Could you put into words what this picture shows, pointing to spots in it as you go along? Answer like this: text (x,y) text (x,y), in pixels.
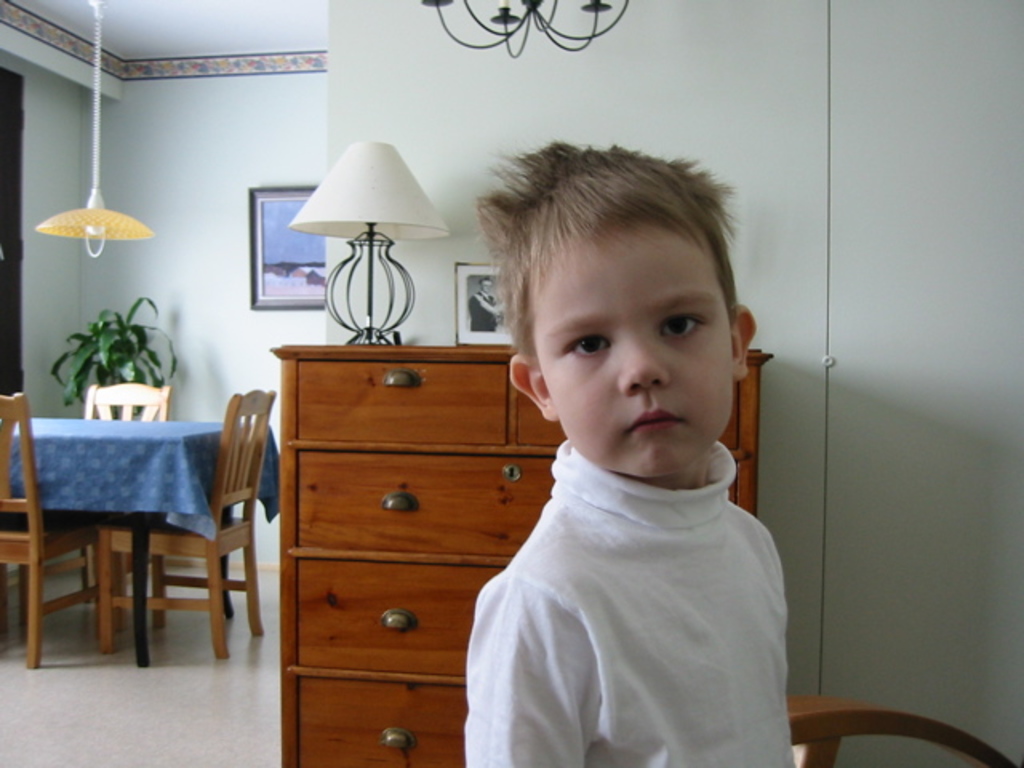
In this image I see a boy (471,734) and a cabinet (321,467) behind him and I can also see a lamp (333,320) on this. In the background (270,403) I see table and 3 chairs (242,409) around it and there is a plant (157,331) over here, I can also a photo frame (315,263) on the wall (236,312).
